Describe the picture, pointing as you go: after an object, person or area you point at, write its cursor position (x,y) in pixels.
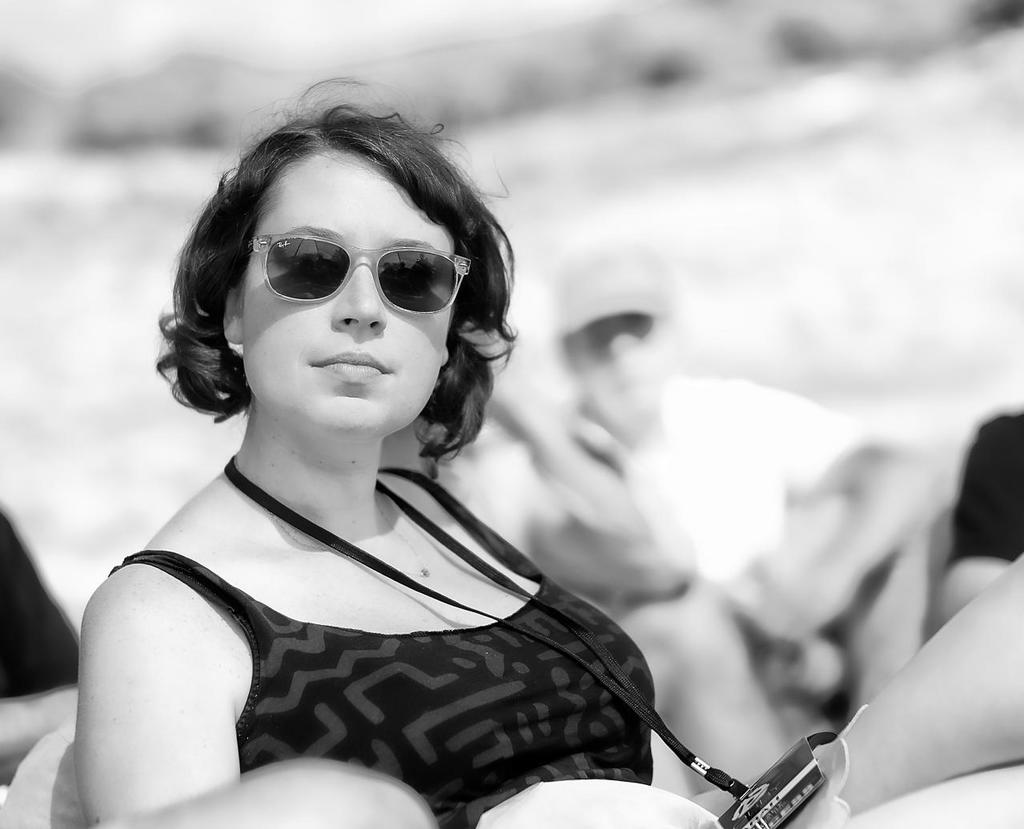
This is a black and white picture. Background (992,314) portion of the picture is blur. In this picture is people (650,464). This picture is mainly highlighted with a woman (457,328) wearing goggles (356,260) and an identity card (755,812).
